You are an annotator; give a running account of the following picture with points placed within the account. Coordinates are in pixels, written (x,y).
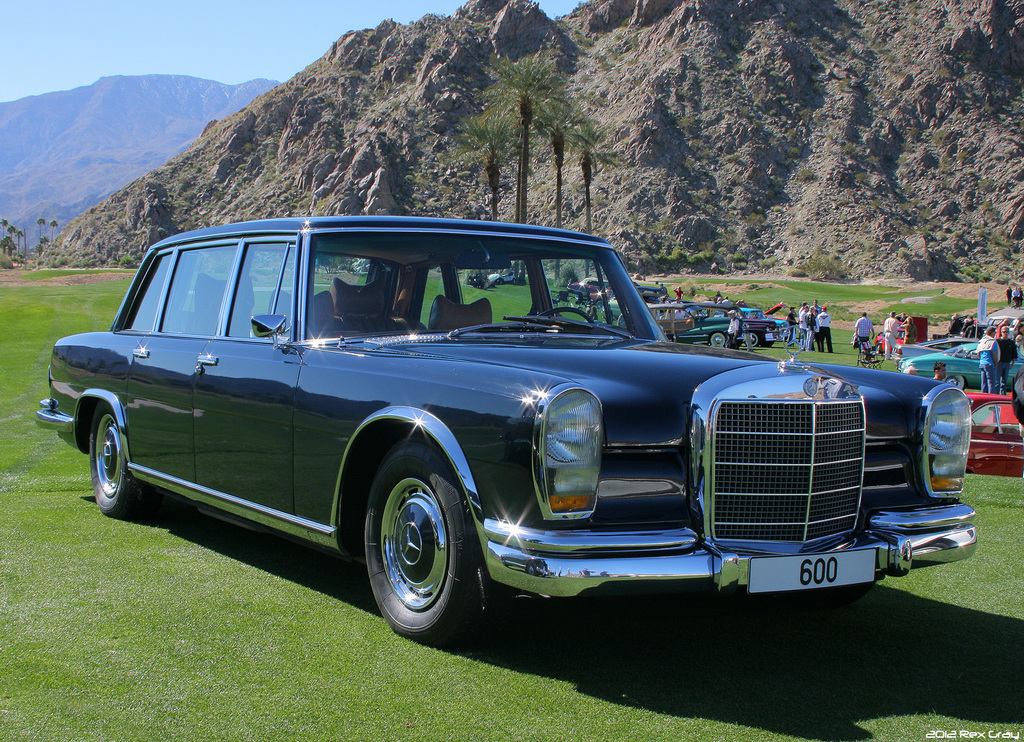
In this picture we can see few cars (829,521) on the grass (888,584), in the background (809,315) we can find group of people (817,341), few trees (560,172) and hills (436,113).
